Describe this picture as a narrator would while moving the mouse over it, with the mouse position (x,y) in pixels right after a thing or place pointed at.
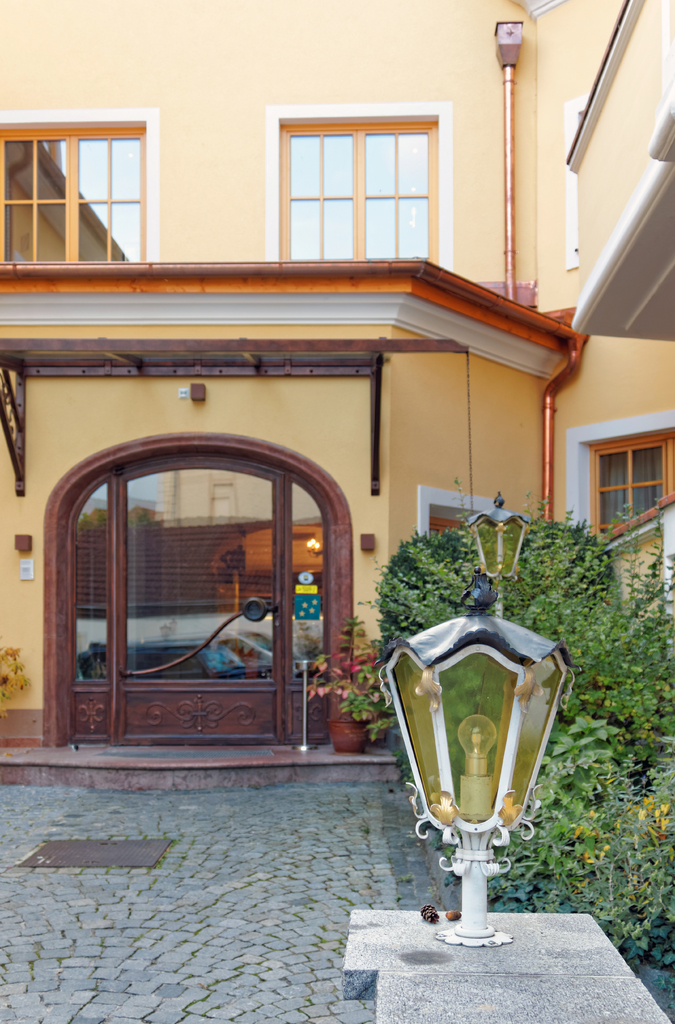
In this picture there is a building (175,577) with a door (186,472) and windows (380,205). At the top (512,220), there is a pipe (509,232). At the bottom (469,917), there is a light (551,695). Behind it, there are plants (599,789). At the bottom left (148,995), there are tiles (192,912).
